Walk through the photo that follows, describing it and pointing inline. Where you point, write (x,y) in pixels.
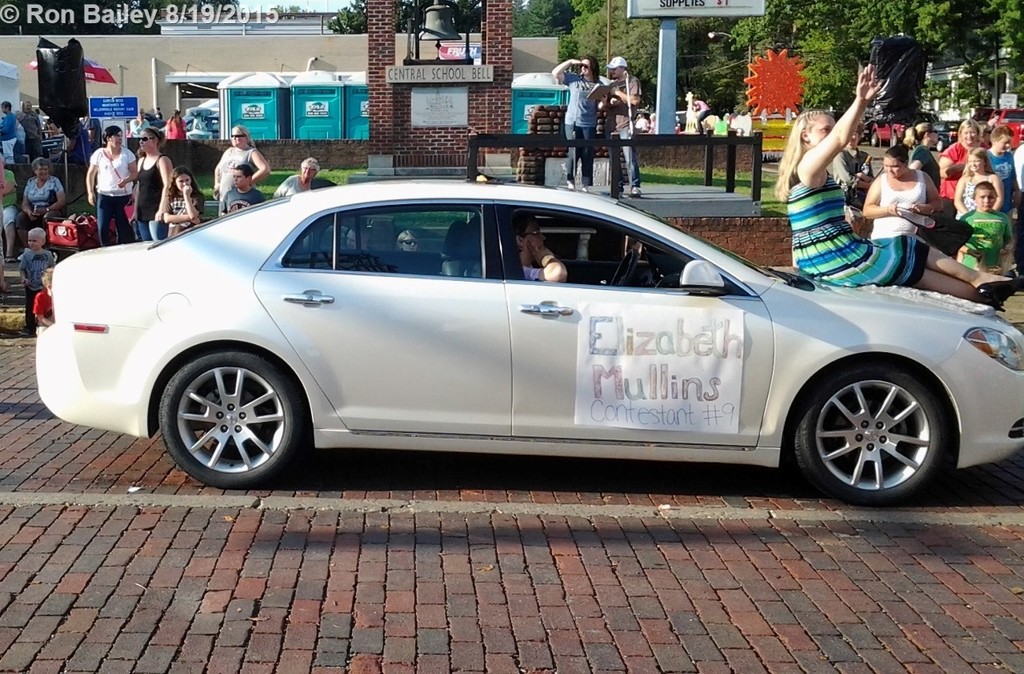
In this picture there is a man (544,275) who is sitting inside the car (448,410). There is a poster (637,381) which is attached on the car's door (573,372). There is a woman (834,239) who is a sitting on the car's bonnet (842,291). On the right (999,199) i can see the group of persons (970,205) were standing near to the wall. On the left (231,203) i can see another group of persons (122,210) were standing near to black object (70,127) and some people (186,181) were sitting on the bench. In the background (522,71) i can see the building (117,57), trees (721,97), cars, steel box (236,119) & boards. In the top left corner (12,22) there is a watermark (200,11). At the top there is a sky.
